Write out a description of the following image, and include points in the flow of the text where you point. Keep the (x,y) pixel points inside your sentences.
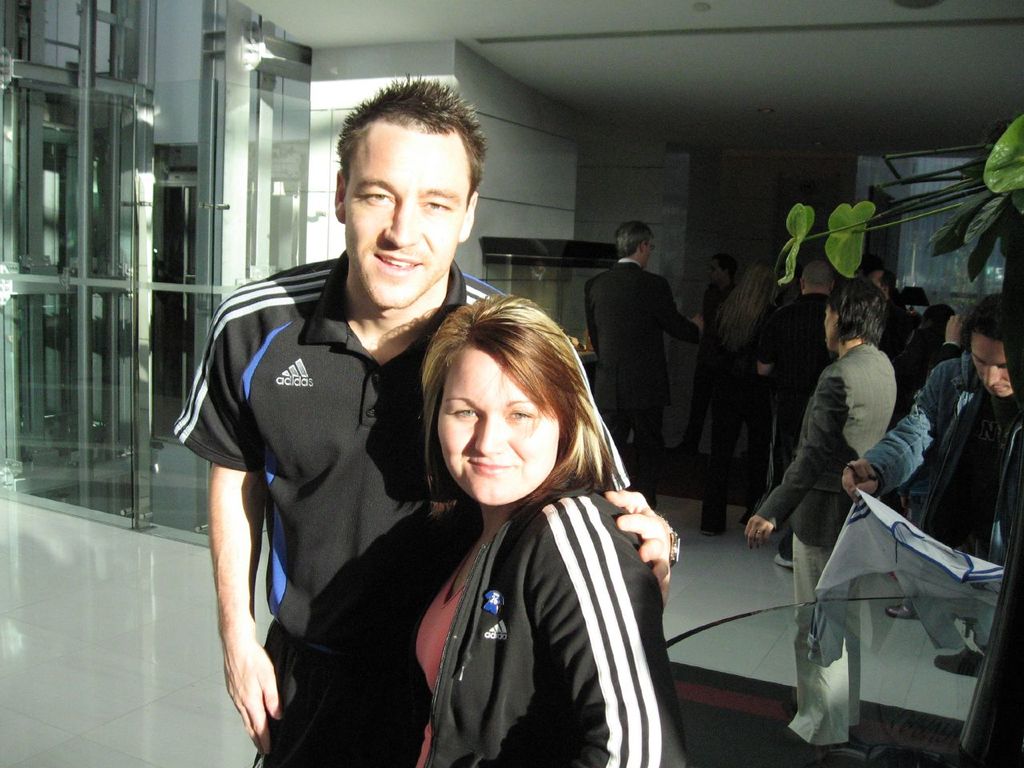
In this image there are many people (728,376) standing. In the foreground (360,471) there is a man (361,458) and a woman (543,630) standing. The man (391,528) is holding the woman (579,600). Behind them there is a glass table (933,656). There is another man (936,515) holding a t-shirt (911,531) and standing near to the glass table (951,728). To the left (128,215) there are glass walls (153,266). In the background (526,145) there is a wall (620,179). There is an aquarium (548,271) near to the wall (576,163). To the right (1016,157) there are leaves (997,175) of plants (904,206).
